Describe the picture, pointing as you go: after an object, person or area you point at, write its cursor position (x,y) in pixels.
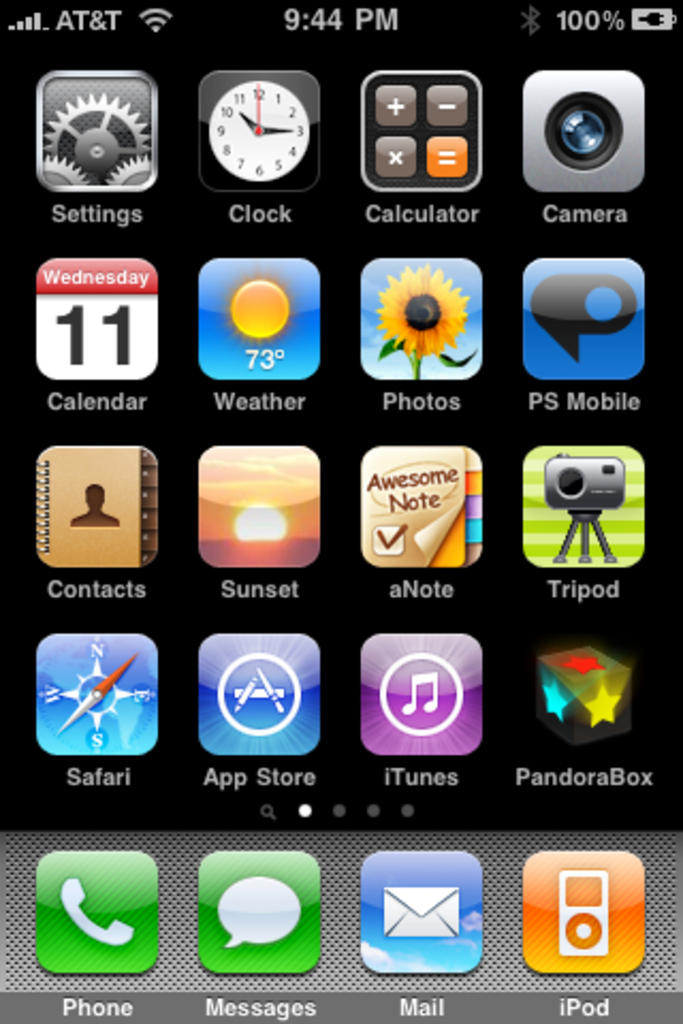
In the image we can see there is a front screen (403,680) of iphone (487,680) and there is data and charging percentage (640,24). There is settings (139,141), clock (264,160), camera (565,123), calculator (450,150), photos (433,408), contacts (93,555), phone (120,961), messages (319,961), mail (389,942), ipod (624,892) and other apps (293,673).
